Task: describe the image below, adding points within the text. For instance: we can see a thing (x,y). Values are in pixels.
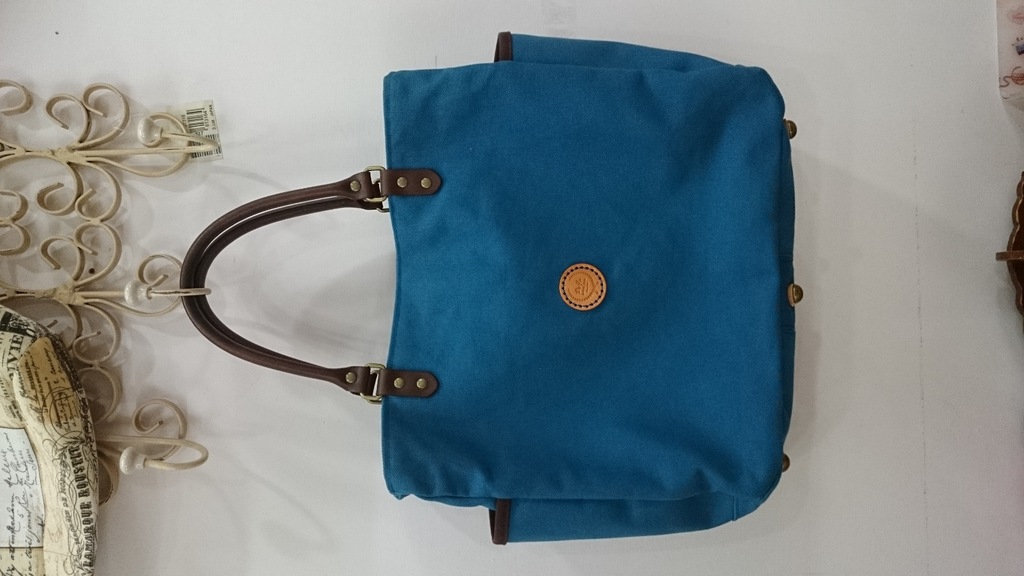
In this picture we can see a bag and a hanger (80,162).
